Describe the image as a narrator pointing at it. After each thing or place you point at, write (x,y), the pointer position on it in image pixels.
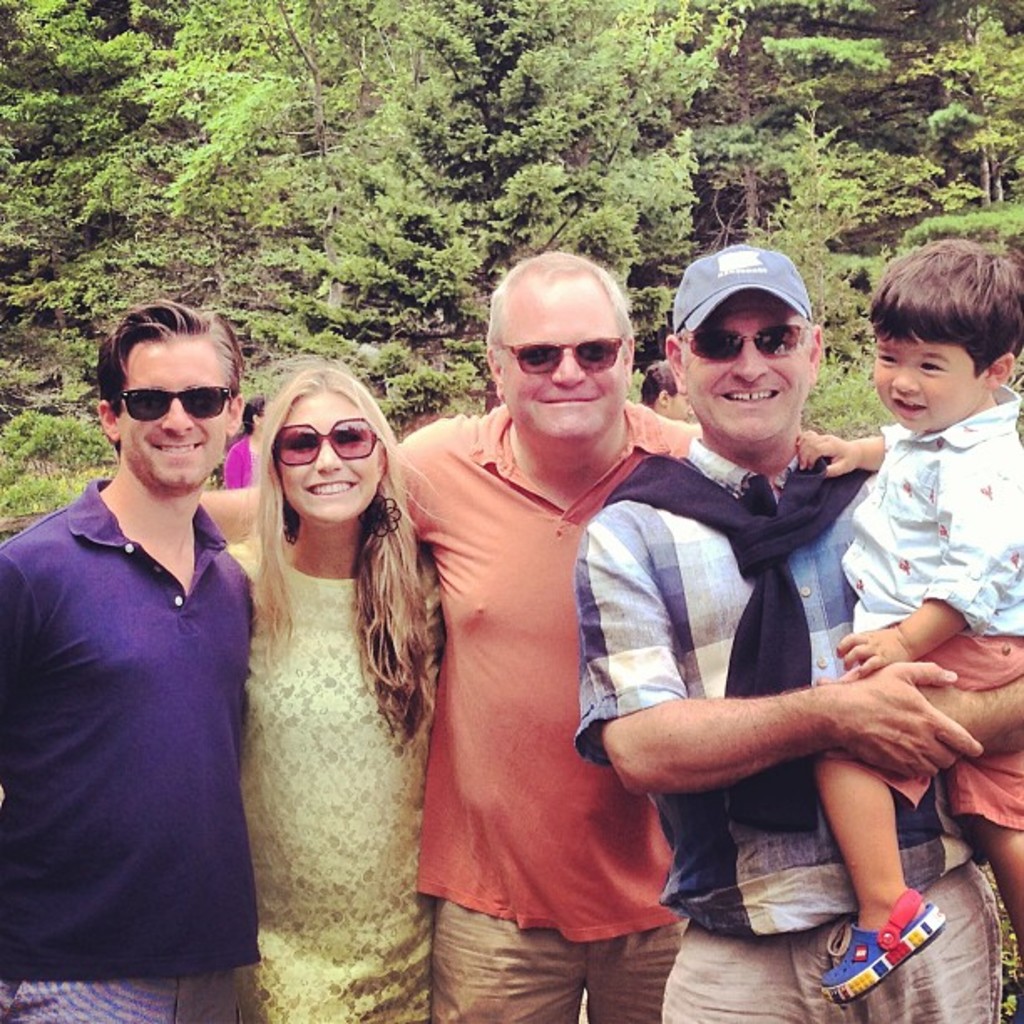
A group of people (349,446) are standing and smiling, behind them there are green color trees (742,166).
